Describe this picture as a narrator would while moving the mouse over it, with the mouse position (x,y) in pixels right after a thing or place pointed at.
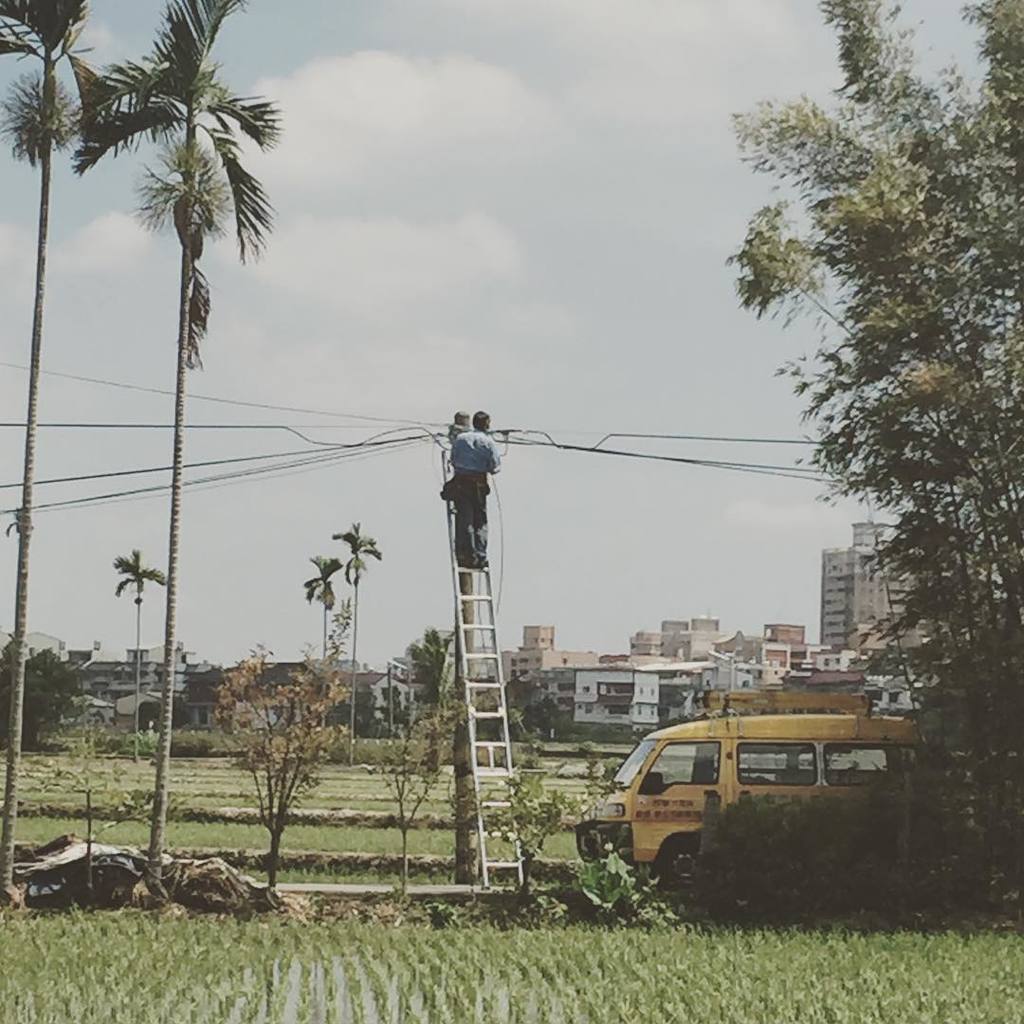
There is a man (477,505) standing on a ladder (491,773) which is sliding on the pole (465,602). He is servicing the wires (352,447) which are passing through the poles (462,417). Beside the ladder (519,861) there is a van (716,773) which is in yellow colour. There are some plants (785,837) and trees (936,523) around the ladder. Here these are some crop fields (559,990). In the background (864,605) we can observe some buildings (627,661) here. Above the buildings (584,658) there is a sky (374,225) and clouds (491,212).
